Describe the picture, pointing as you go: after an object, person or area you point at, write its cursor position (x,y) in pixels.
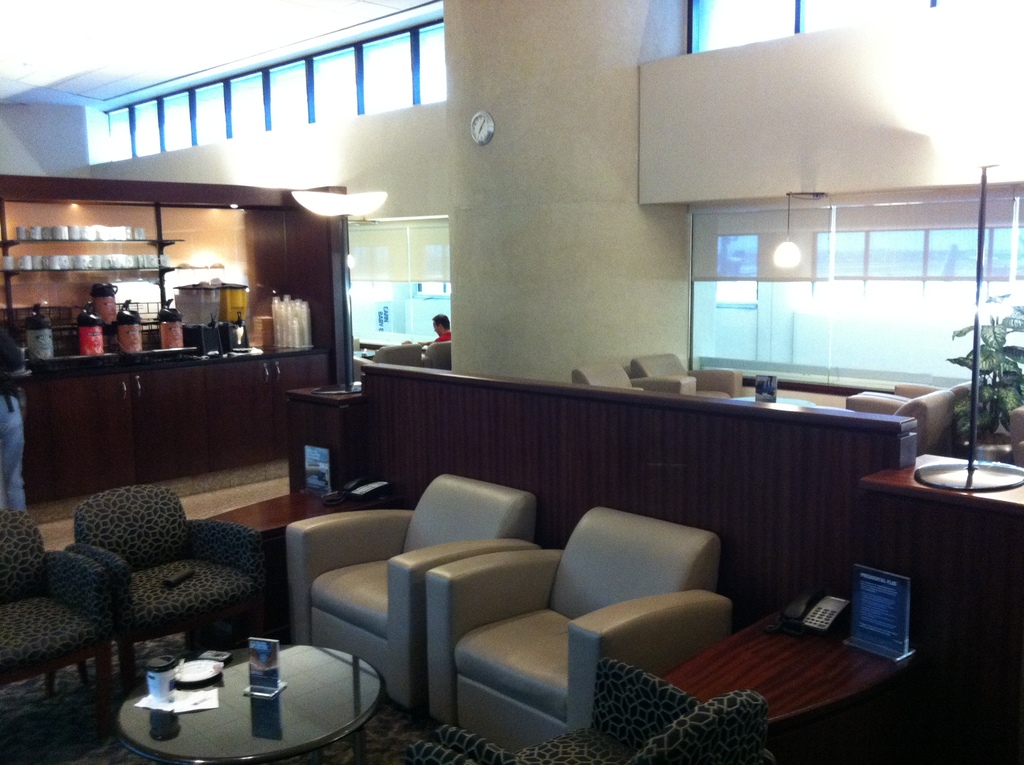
This picture is of inside. In the foreground (534,702) we can see the sofas (453,585) and a center table (332,693) on the top of which a box (264,674) and a paper (183,702) is placed. On the right (820,612) there is a telephone (819,632) placed on the top of a table (832,692). On the left (16,315) there is a platform (214,376) on which we can see the utensils (36,309) and in the background (484,126) we can see a wall clock (472,132) and a person (440,327) seems to be sitting on a sofa (449,347), house plant (996,351) and a window (842,283).
